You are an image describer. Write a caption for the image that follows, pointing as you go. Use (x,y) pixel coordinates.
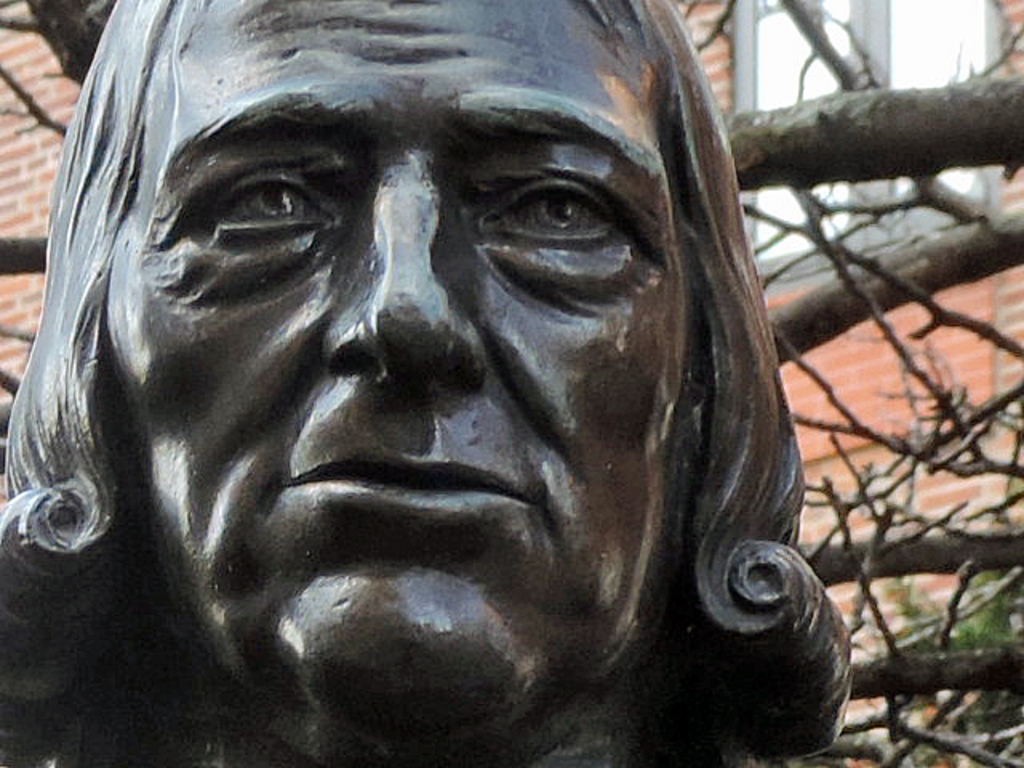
In this picture we can see sculpture (429,468). In the background of the image (953,502) we can see branches (775,127), wall (1008,432) and window (841,18).
